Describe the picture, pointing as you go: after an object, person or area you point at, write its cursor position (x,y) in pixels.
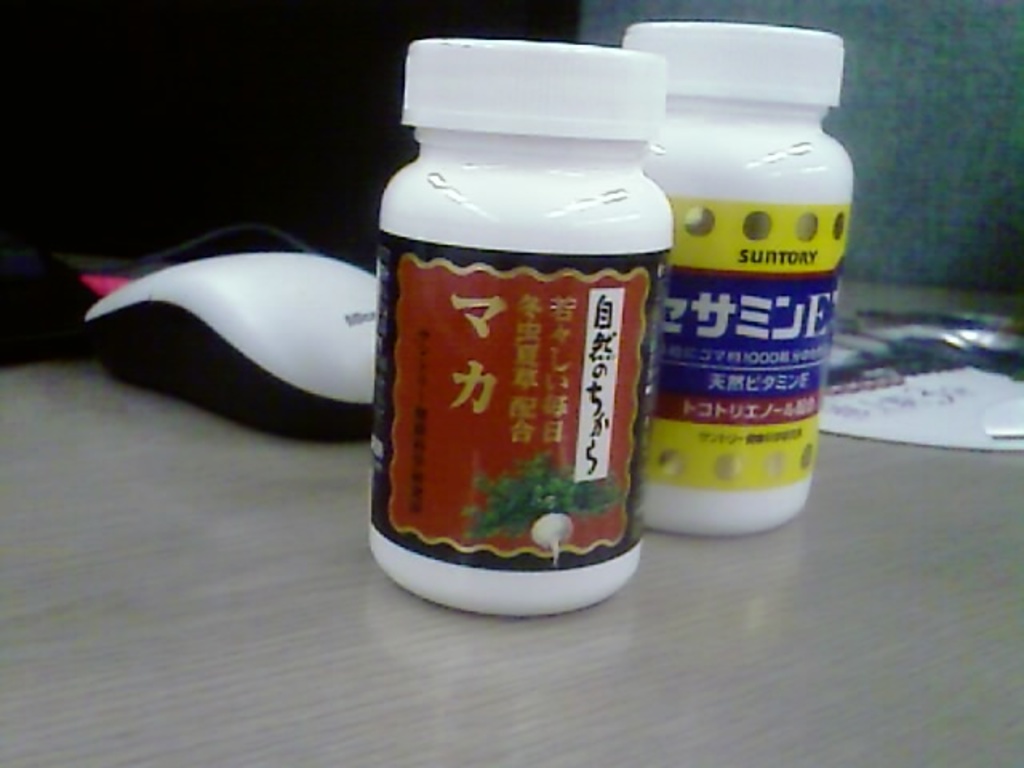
In this image i can see a table (228,541), on the table (234,553) there is a mouse (274,295), and there are some bottles (692,400) kept on the table (781,540) and there a label (458,461) attached to the bottle (479,412) and some text (421,478) written on that label (544,408).
